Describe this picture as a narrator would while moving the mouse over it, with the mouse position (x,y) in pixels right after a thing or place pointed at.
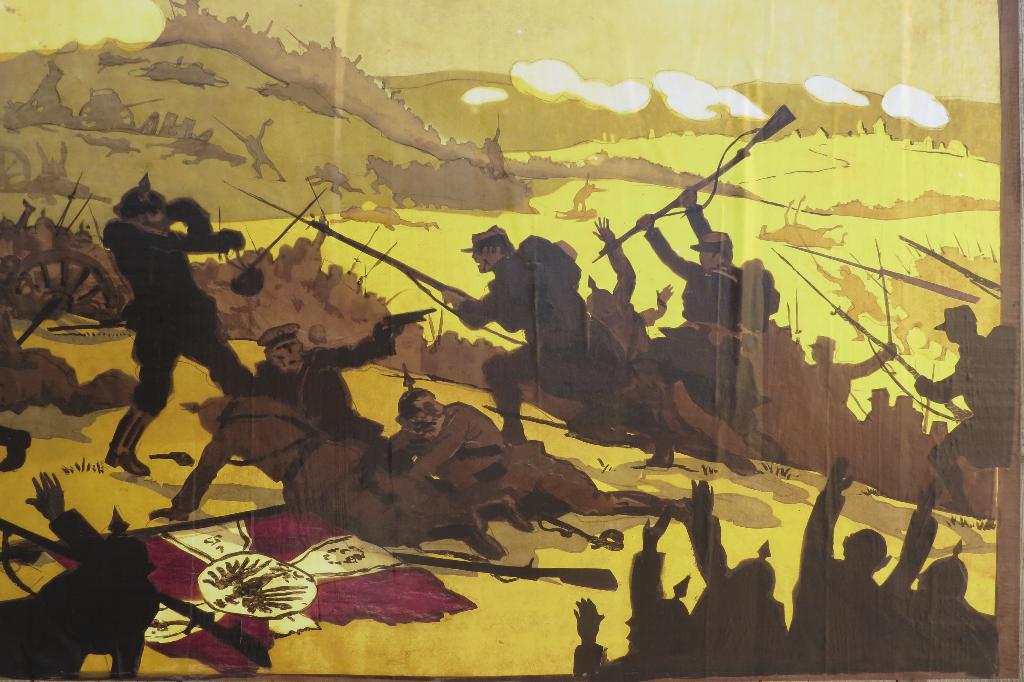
This image is of a painting (267,574). In the center of the image (564,320) there are people (311,419).
